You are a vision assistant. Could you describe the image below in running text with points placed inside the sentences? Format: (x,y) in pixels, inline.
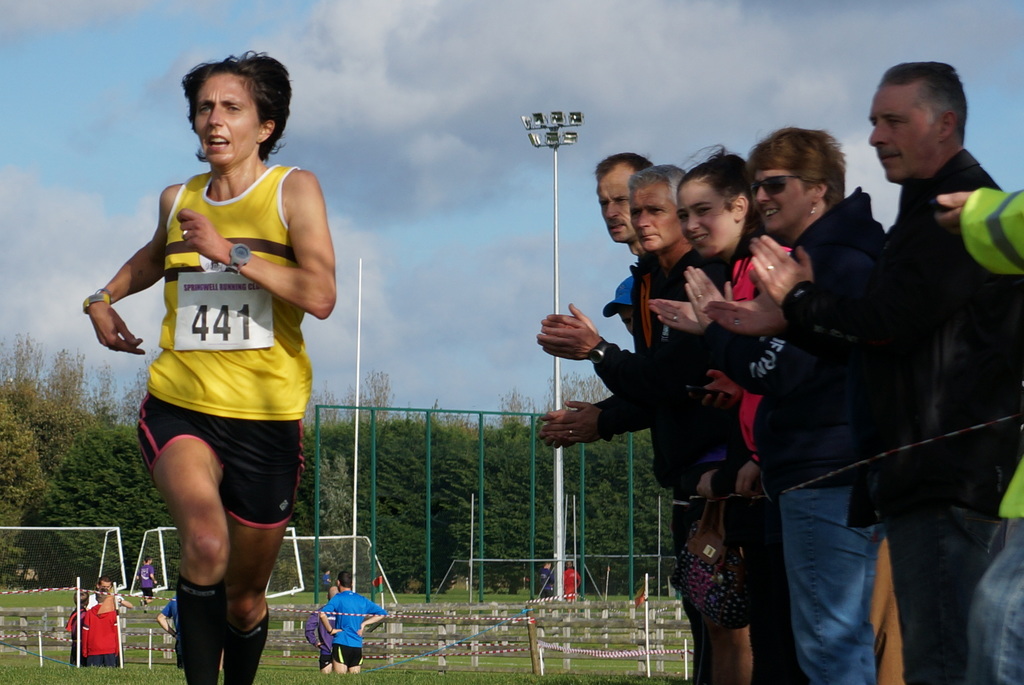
In this image we can see a lady (322,213) running and there is some number (194,275) on her shirt (287,343), beside her there are people (680,411) standing and clapping, behind them there are fences (473,607), trees (518,542), railings (371,634), poles (480,564), lights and a group of people (571,565).
